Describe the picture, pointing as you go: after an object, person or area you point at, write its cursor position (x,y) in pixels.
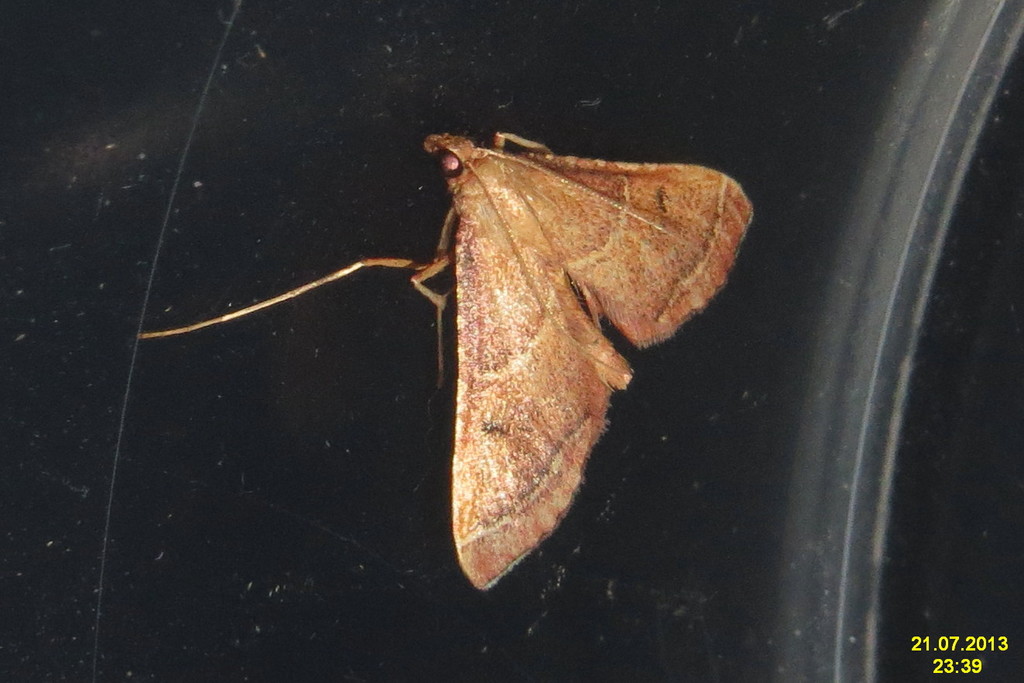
In this image I can see an insect (527,274) is on the black surface (220,193). At the bottom right side of the image (961,664) I can see date (963,644) and time (976,671) in numbers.
